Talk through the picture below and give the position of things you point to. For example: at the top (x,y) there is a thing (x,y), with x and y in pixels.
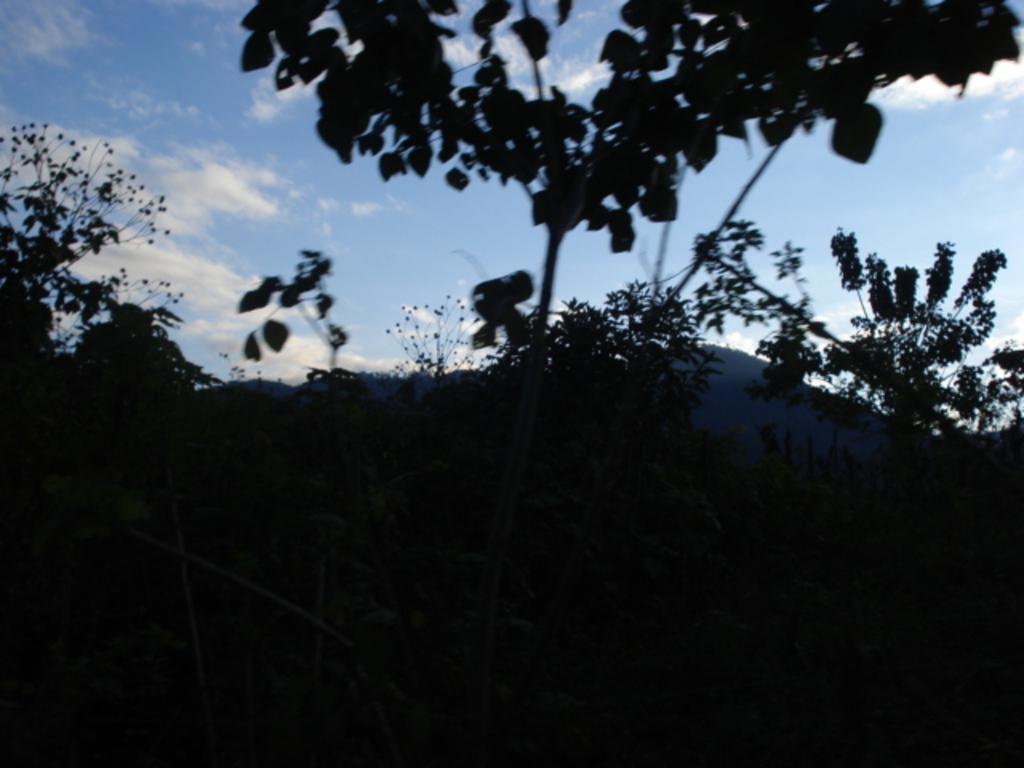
In this image I see the plants (438,424) over here and in the background (345,301) I see the sky (685,201) which is of white and blue in color and I see that it is dark over here.
